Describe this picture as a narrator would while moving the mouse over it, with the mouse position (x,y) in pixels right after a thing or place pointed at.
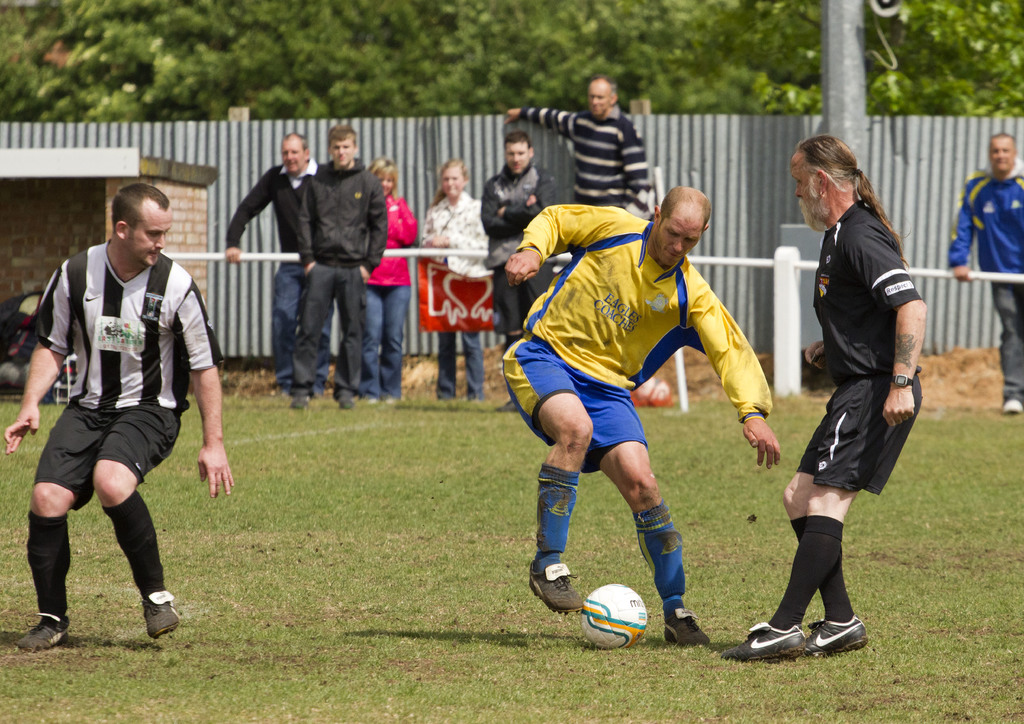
In this image I can see few people (598,468) are playing football. In the background (465,231) I can see some more people (362,214) standing. At the back of these persons (587,143) there are some trees (535,25).
